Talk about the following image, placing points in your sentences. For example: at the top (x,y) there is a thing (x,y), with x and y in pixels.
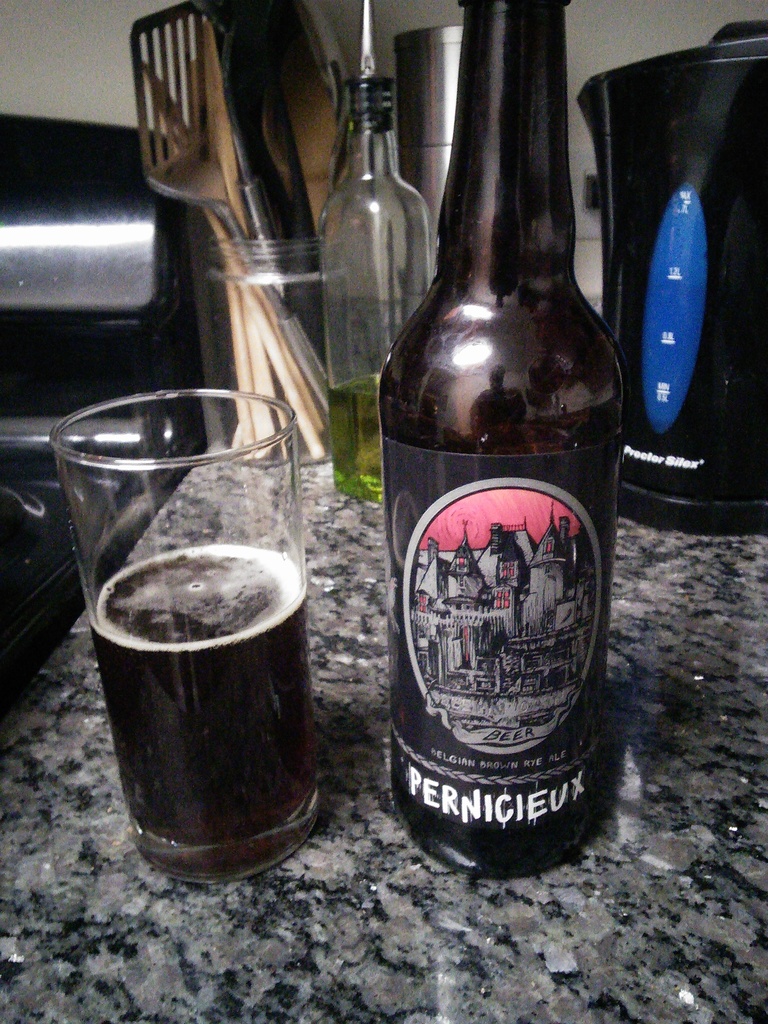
In this picture, we see a table (498,917) on which alcohol bottle (470,597), a glass (274,671) with cool drink (224,701) and a glass bottle (338,358), a jar (291,263) with many spoons (241,268) are placed on it. Beside that, we see a kettle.
